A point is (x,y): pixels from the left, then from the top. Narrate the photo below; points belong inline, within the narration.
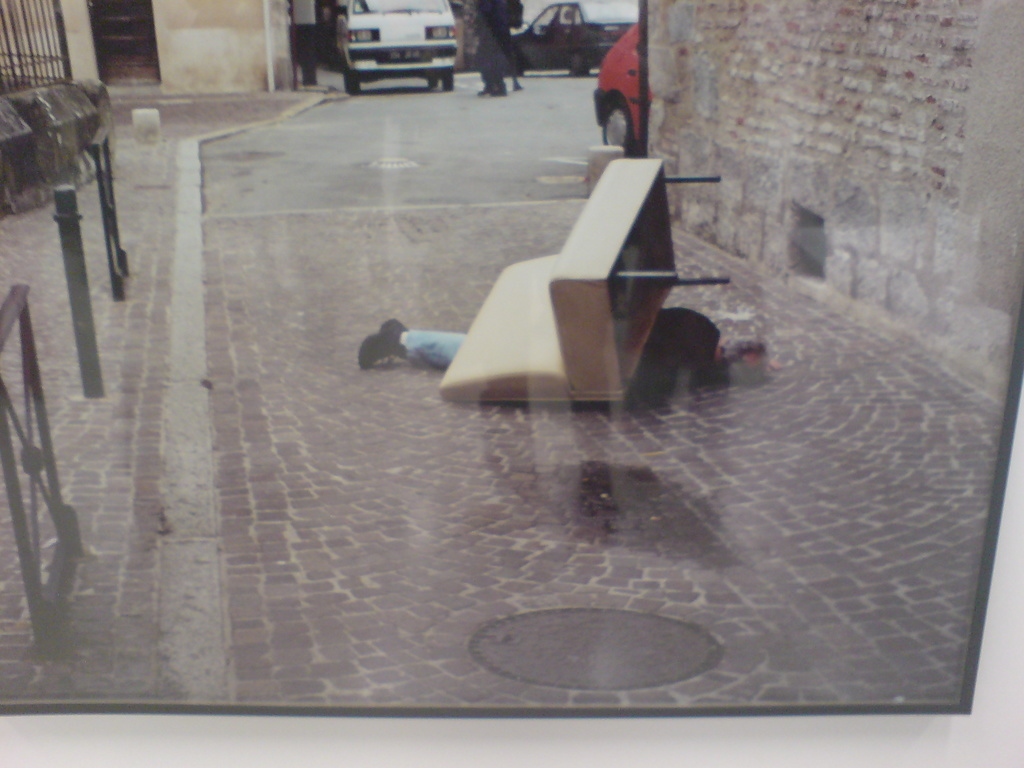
In the image it seems like there is a glass (256,124) in the foreground (263,57) and behind the glass (367,267) there is a path (415,286) and on the path (463,329) there is a man (401,324) lying down and above him there is a sofa (606,295) and on the right side (859,100) there is a wall (731,76), in the background (476,27) there are cars (577,26) and few people (494,36).
